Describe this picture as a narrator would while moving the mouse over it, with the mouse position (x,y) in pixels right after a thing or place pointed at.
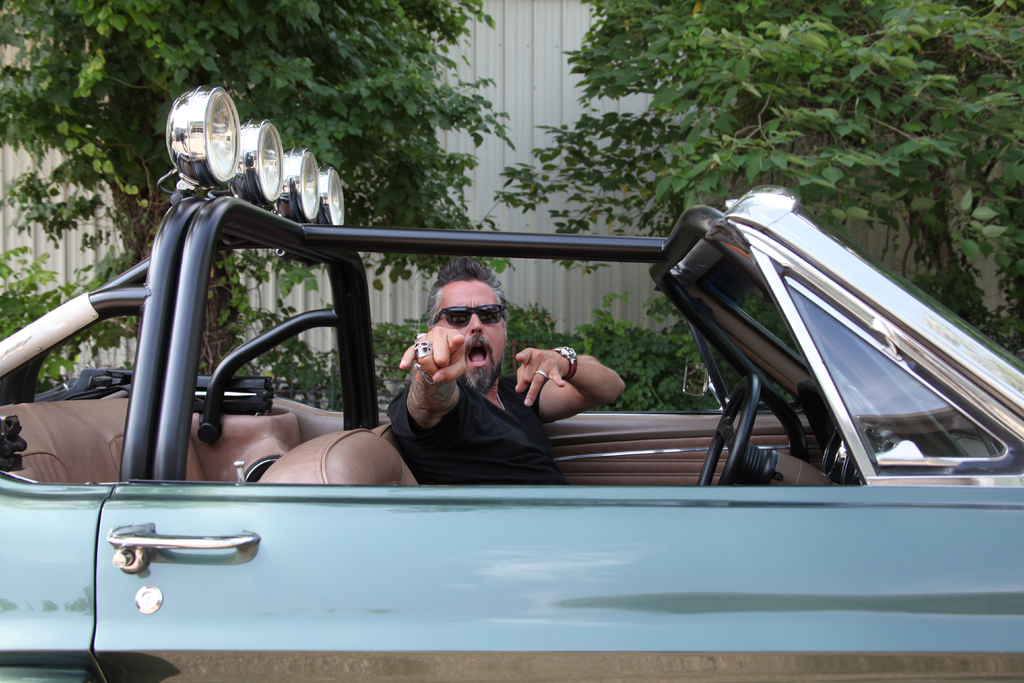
The person (484,386) wearing black dress (488,415) is sitting in a car (442,538) and there are trees (669,106) beside him.
